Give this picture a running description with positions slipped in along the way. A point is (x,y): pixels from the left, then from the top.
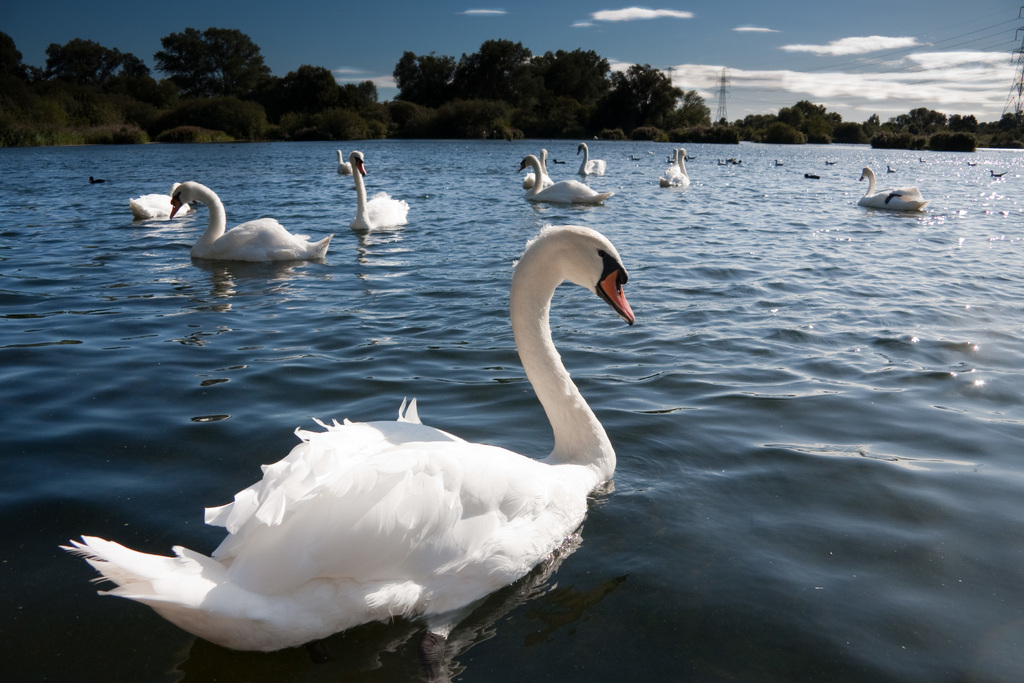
In this image we can see the swans (522,512) floating on the lake (292,195). And we can see the trees (609,99). And we can see the sky (701,27) with clouds (945,57). And we can see the transmission towers (1009,100).
